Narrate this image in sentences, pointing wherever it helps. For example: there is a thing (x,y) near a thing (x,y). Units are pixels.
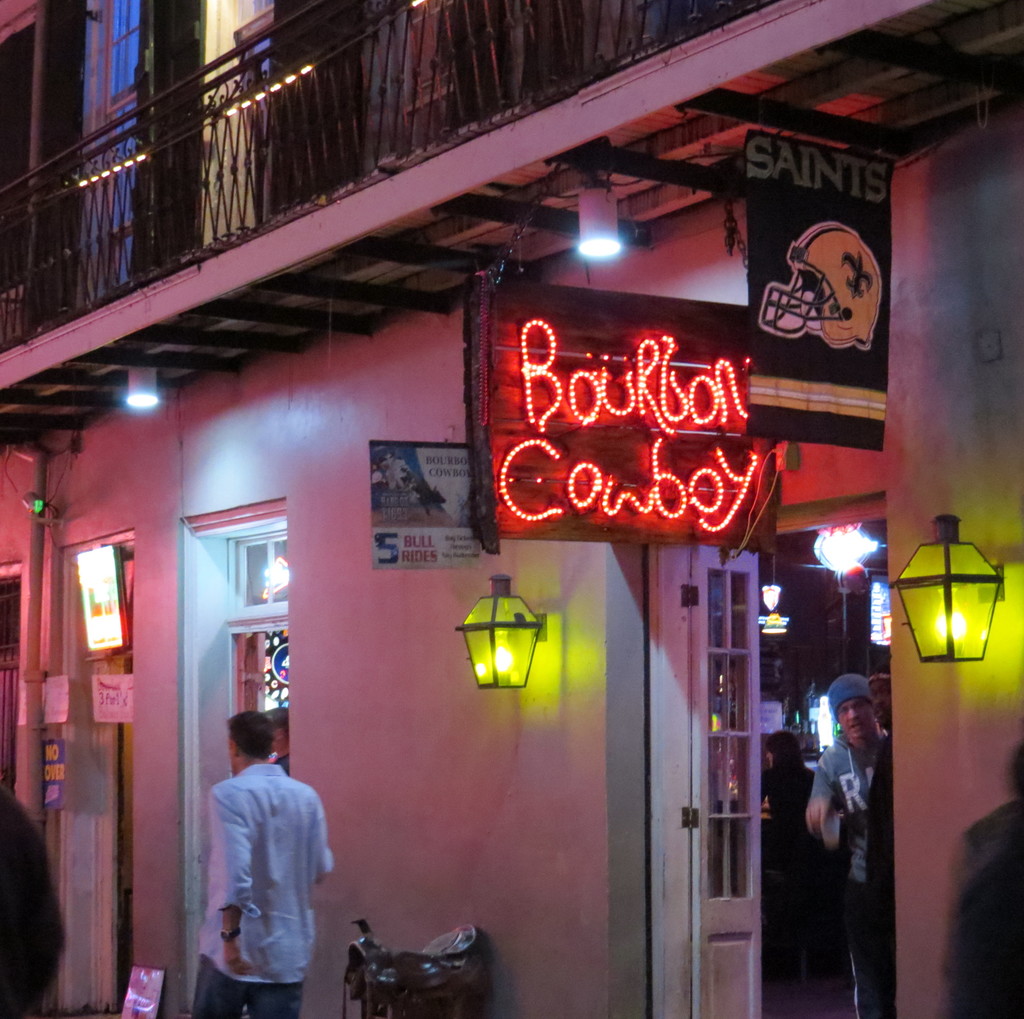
In this picture I can see the building (411,821). In the bottom right (812,815) I can see some people (857,800) who are standing inside the room (880,661). Beside them I can see the door (737,857). In the bottom left (256,781) there is a man (293,846) who is wearing shirt (242,920), watch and jeans (233,990). He is standing near to the saddle (351,965). Beside the door (734,840) I can see the board (583,526) and lights (463,630). At the top (238,106) I can see the railing (337,57).
